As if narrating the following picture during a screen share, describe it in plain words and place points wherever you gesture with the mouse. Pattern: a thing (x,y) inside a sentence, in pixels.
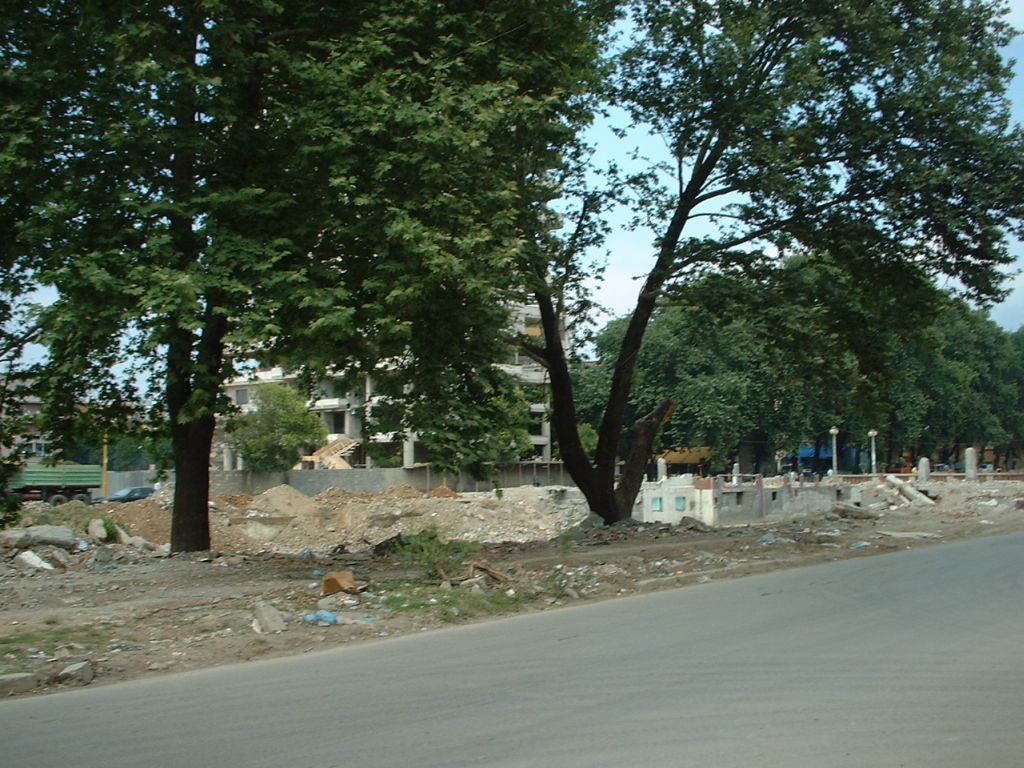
In this image, we can see some trees (846,344) beside the road (594,721). There is building (522,381) in the middle of the image (360,412). There is a vehicle (66,475) on the left side of the image (54,475).
